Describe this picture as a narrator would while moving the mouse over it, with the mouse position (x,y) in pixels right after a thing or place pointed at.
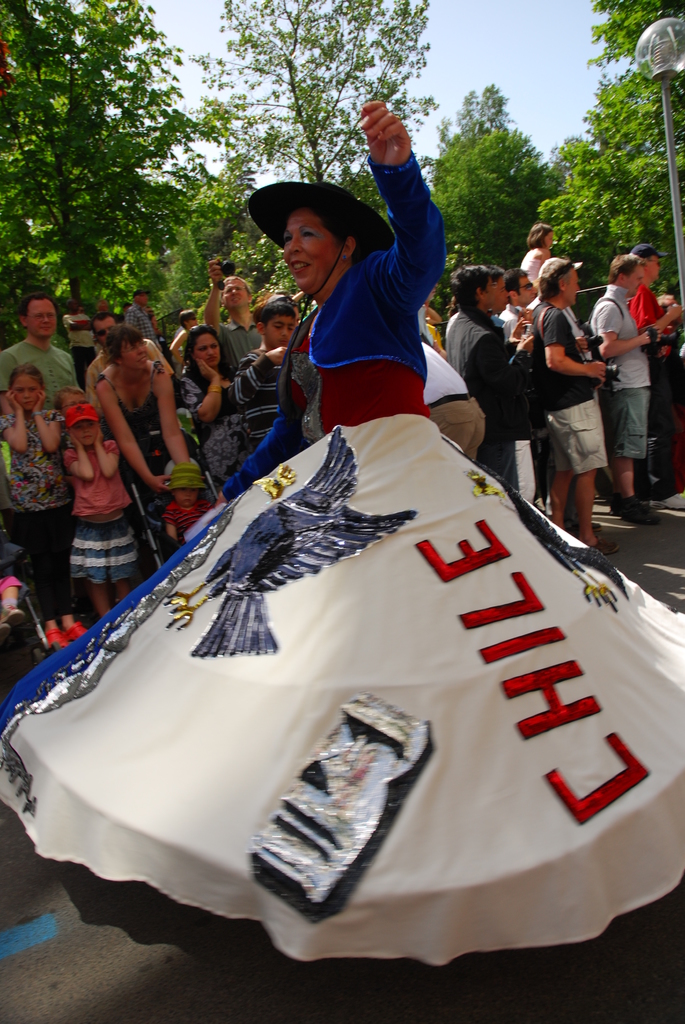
In the image there is a woman (344,555) performing some activity by wearing a different costume (427,423), there is a huge crowd (56,385) behind the woman (344,271) and in the background (358,153) there are many trees (541,155).
